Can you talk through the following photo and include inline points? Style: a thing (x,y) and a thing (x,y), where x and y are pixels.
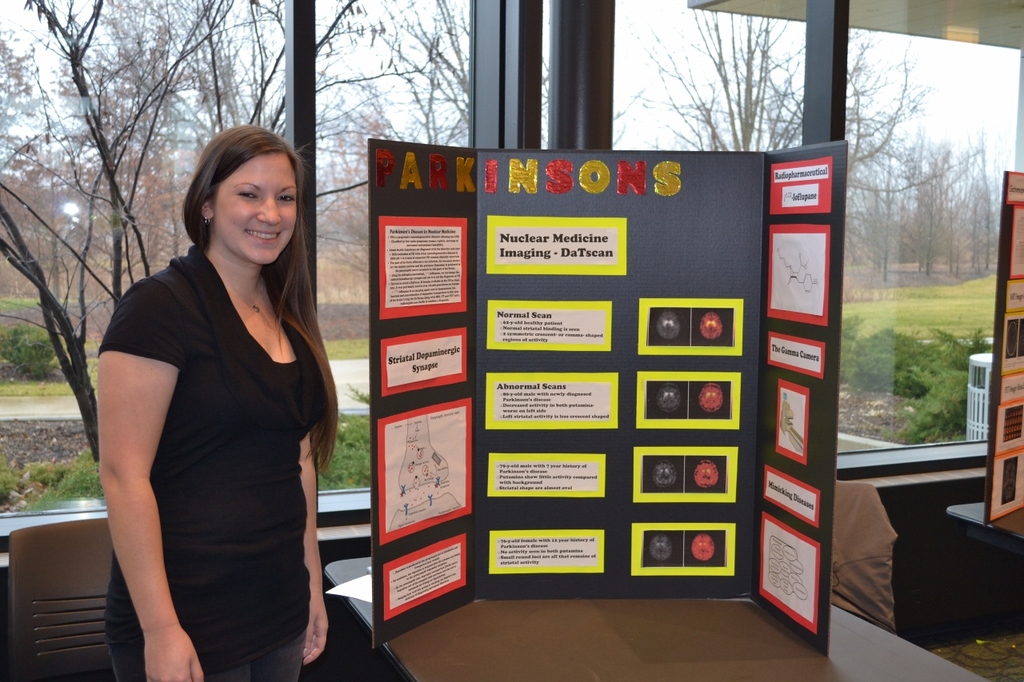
In this image I can see a woman (293,266) standing and smiling. Here I can see a paper (803,341) with PARKINSON'S is written on it. In the background (131,130) I can see number of trees (165,30) and plants (870,370).
